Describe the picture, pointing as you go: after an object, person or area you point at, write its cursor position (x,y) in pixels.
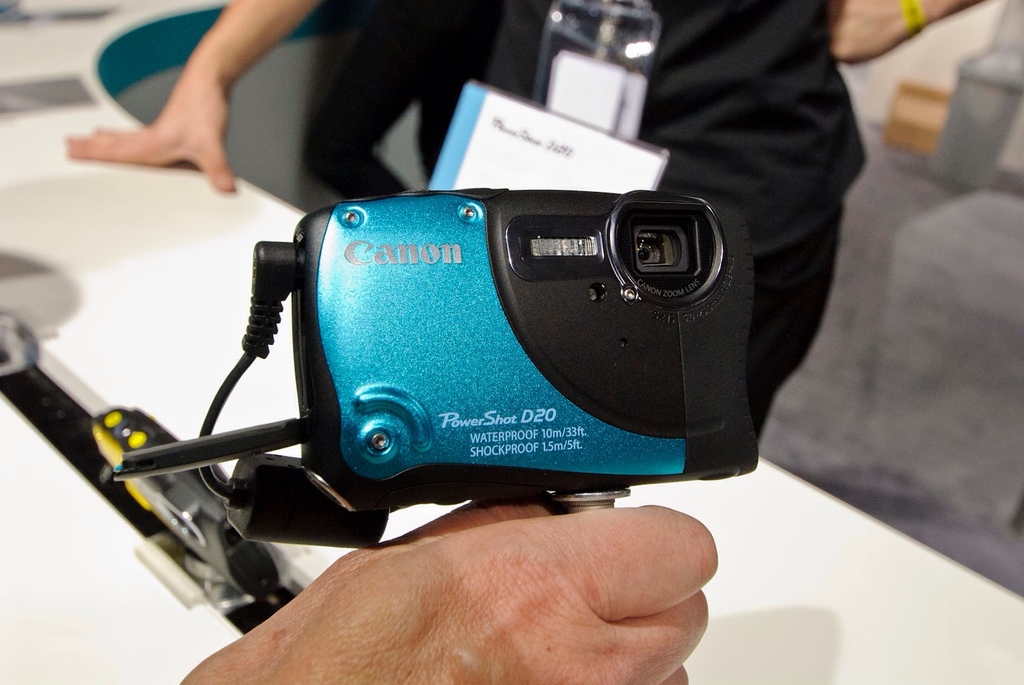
In the center of the image (526,327) we can see a person (546,580) holding camera (568,325). In the background of the image (198,1) we can see table (147,341), two persons (535,19), id cards (619,75), floor (980,362).
